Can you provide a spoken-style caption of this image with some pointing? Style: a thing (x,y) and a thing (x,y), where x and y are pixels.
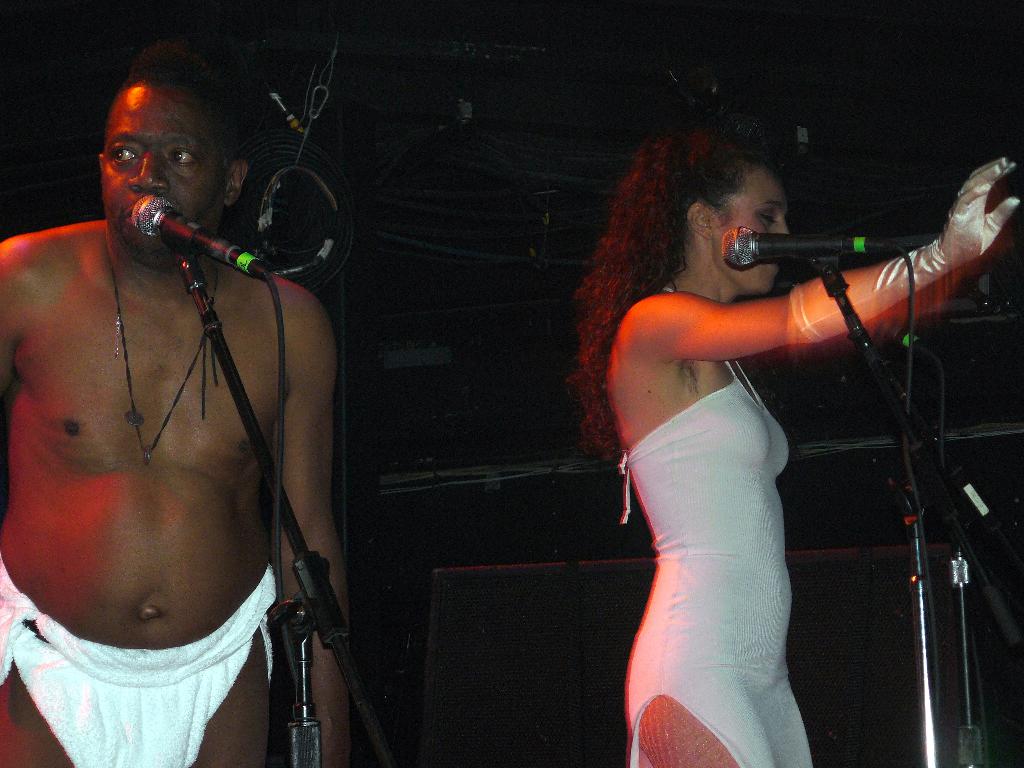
In the picture I can see a man (50,451) standing near the mic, which is fixed to the stand (234,396). On the right side of the image (787,715) we can see a woman (736,729) wearing a white color dress (790,596) is having a mic (882,254) to stand (915,635) in front of her. The background of the image (997,648) is dark.
